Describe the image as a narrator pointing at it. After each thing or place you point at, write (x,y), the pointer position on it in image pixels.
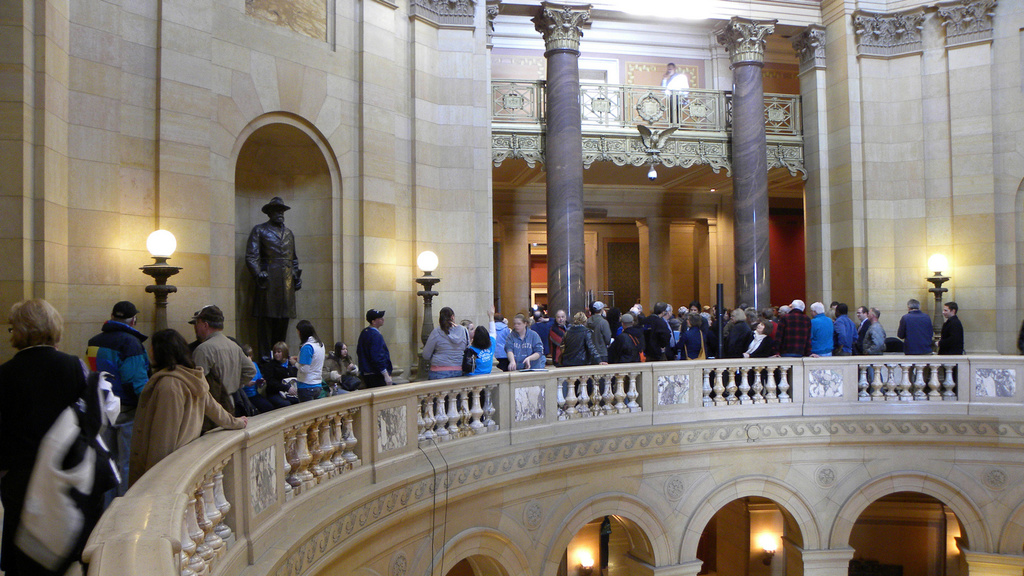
In this image we can see the interior of the building (730,520). There are many people (591,327) in the image. There are many lamps (935,256) in the image. There is a sculpture of a person (272,256) in the image.
